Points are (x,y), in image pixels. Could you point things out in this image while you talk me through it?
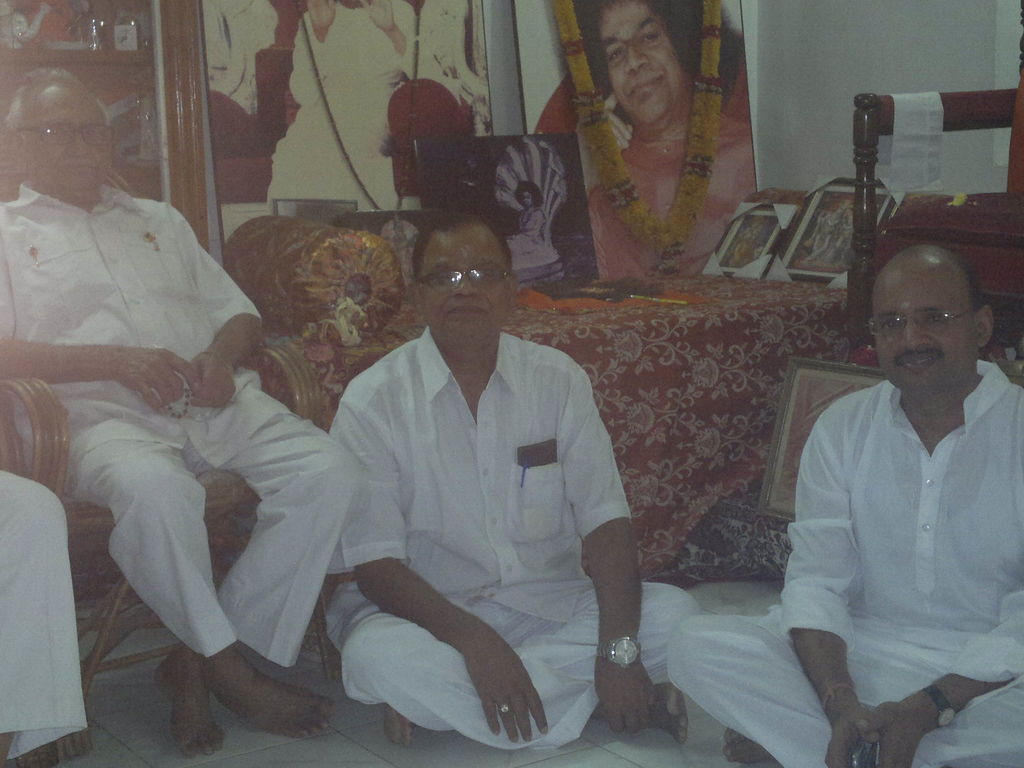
The picture is taken in a room (180,479). In the foreground of the picture (345,516) there are men (308,427) couches (354,365) and frames (647,134). The wall (969,9) is painted white.
